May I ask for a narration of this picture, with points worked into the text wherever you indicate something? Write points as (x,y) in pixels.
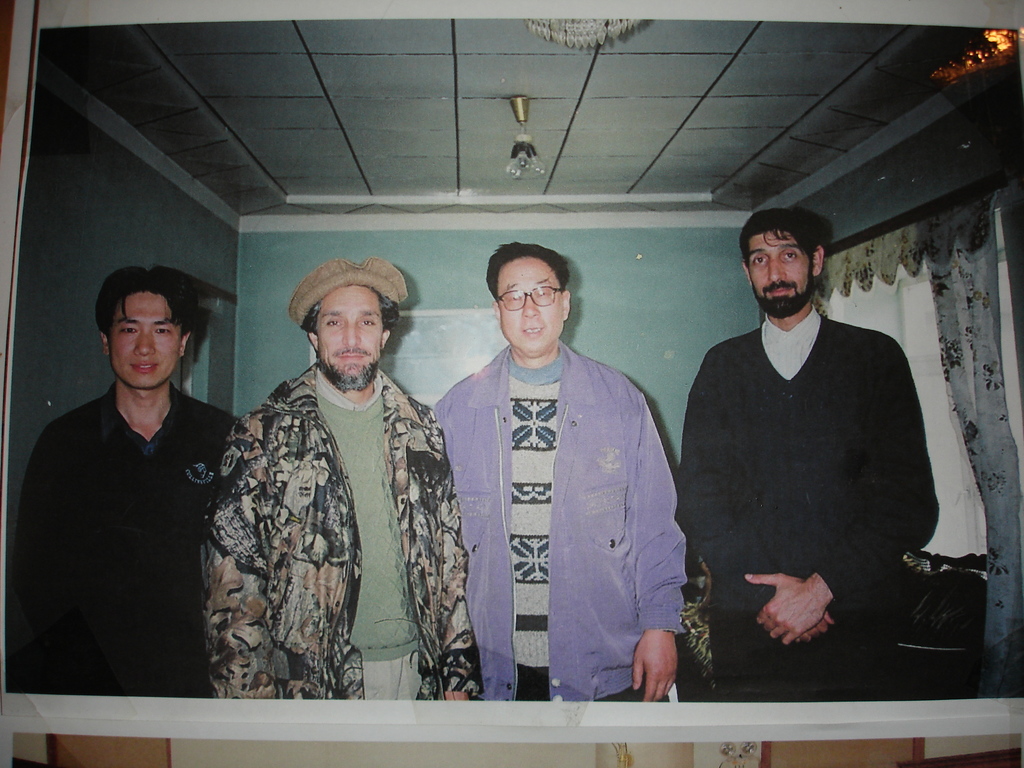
In this picture we can observe four members (600,375) standing. One of them was wearing a cap (325,279) on his head (358,314). All of them were smiling. On the right side (886,328) there is a curtain (939,312) and a window (904,330). In the background (277,246) there is a blue color wall (583,259).
